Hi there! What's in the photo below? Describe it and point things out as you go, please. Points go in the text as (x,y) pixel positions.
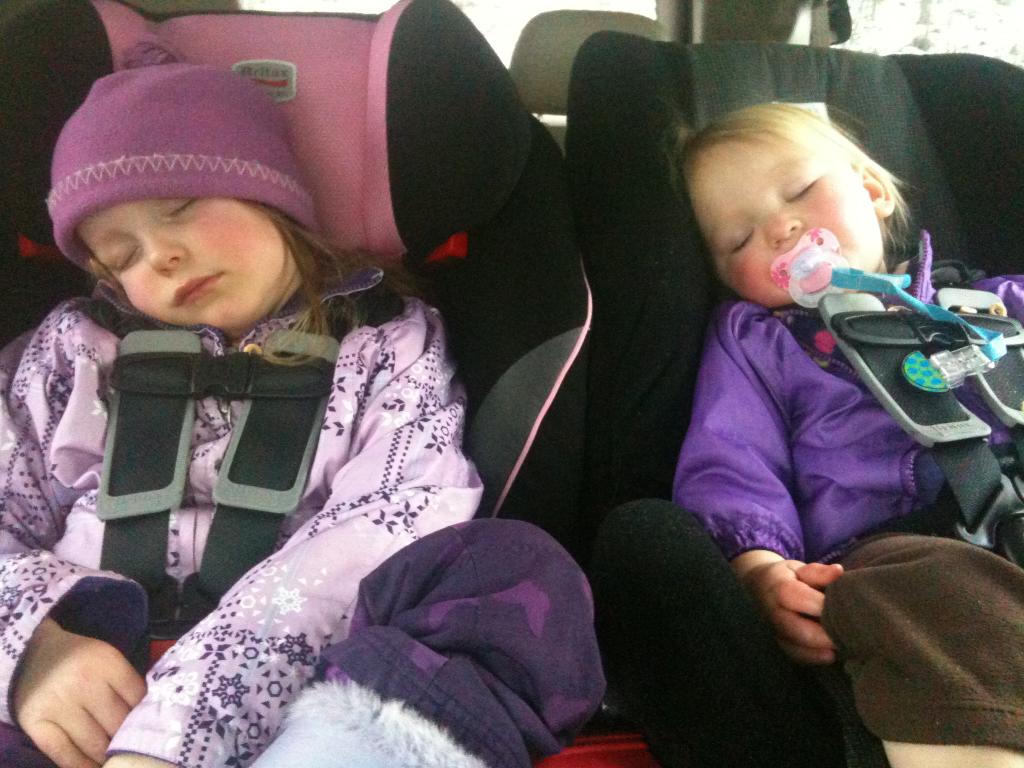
In this image I can see two persons (442,432) sleeping, the person (923,619) at right (884,568) is wearing purple and brown color dress (884,568) and the person (371,517) at left (341,487) is wearing purple color dress (324,485).
